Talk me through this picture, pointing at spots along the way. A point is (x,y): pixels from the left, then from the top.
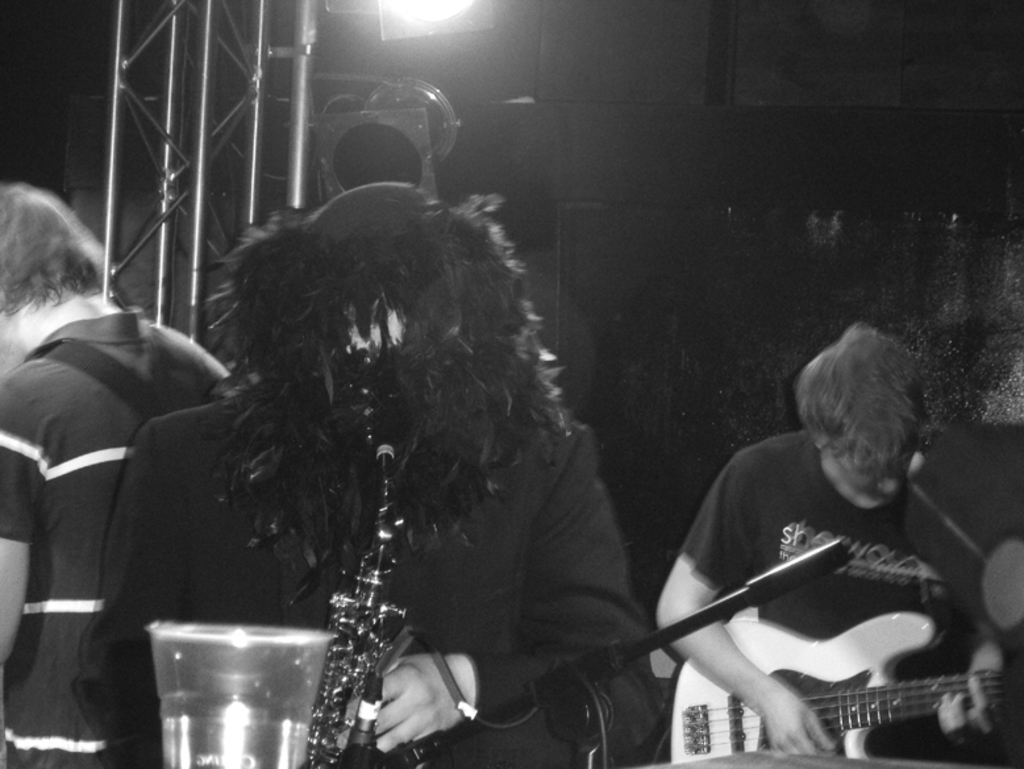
In this image I see 3 persons (987,724), in which 2 of them are holding the musical instruments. In the background (380,15) I see the light (386,34).
